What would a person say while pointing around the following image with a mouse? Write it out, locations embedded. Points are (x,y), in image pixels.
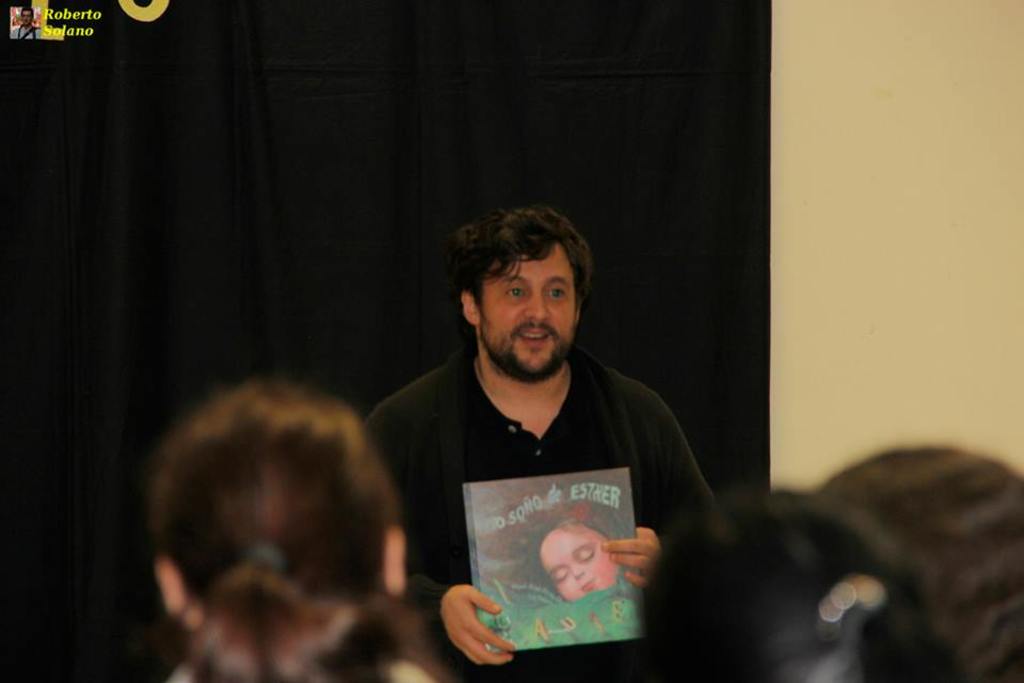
In this image, we can see people (423,576) and one of them is holding a book (528,501). In the background (391,126), there is a curtain (551,124), a wall (784,203) and there is some text (91,12).
